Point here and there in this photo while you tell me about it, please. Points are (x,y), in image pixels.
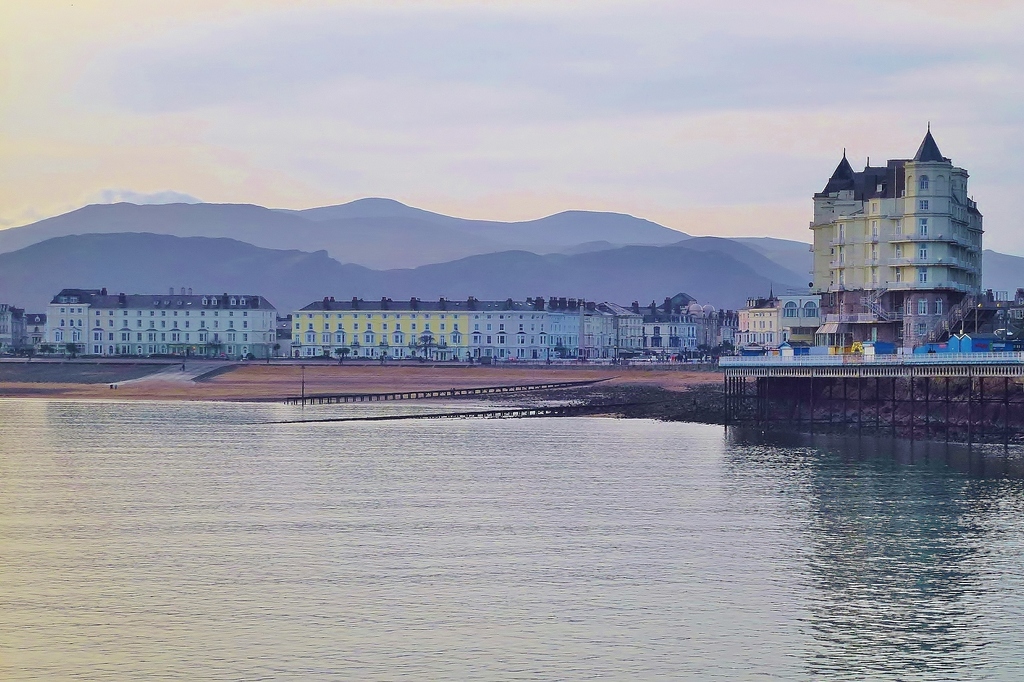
In this image in the center (555,299) there are some buildings (855,329) and poles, at the bottom (326,524) there is a river (837,523). And on the right side (982,362) there is a fence (971,357), and in the background (495,227) there are mountains (437,223) and at the top (467,159) there is sky (653,154).
